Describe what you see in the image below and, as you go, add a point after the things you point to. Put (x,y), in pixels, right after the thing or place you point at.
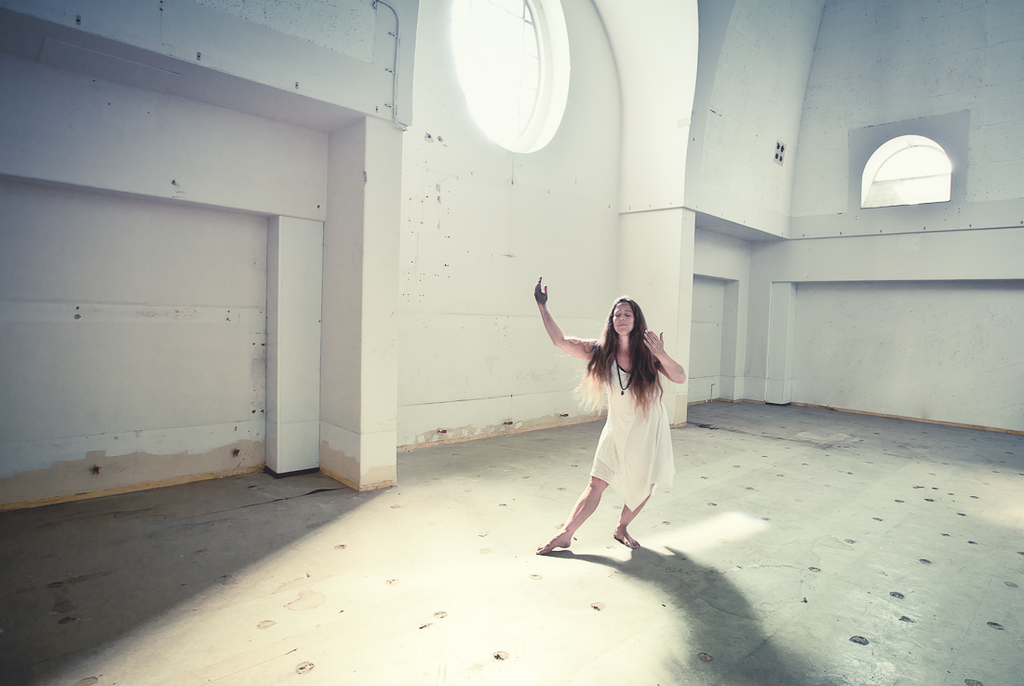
In the picture there is a woman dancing in a room (637,293) and there are two windows (905,185) to the walls (683,102) of the room (700,234).
